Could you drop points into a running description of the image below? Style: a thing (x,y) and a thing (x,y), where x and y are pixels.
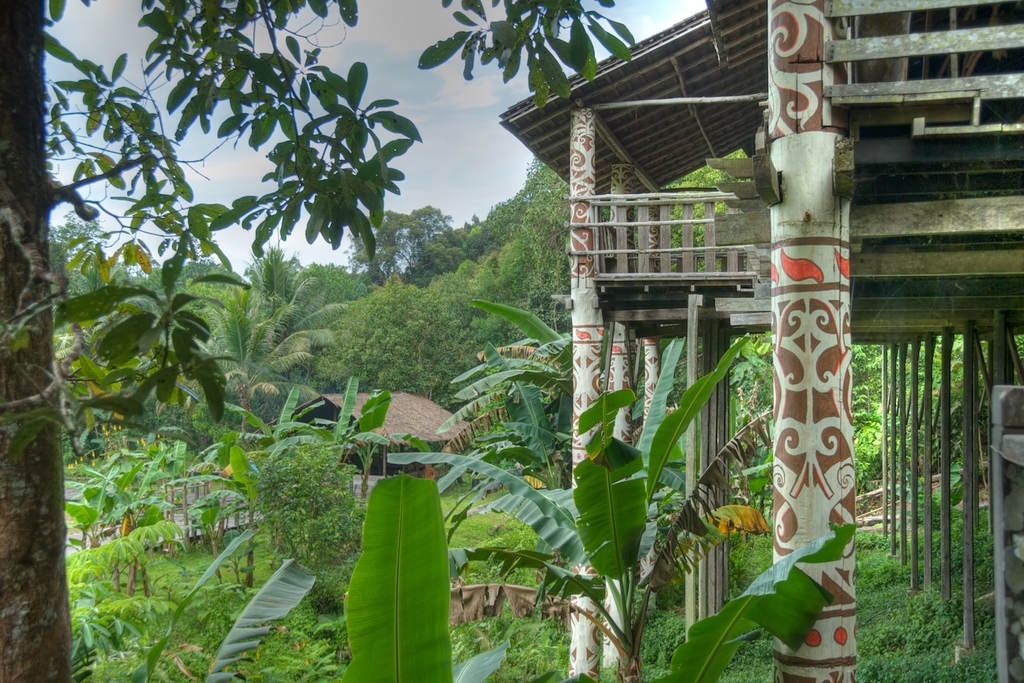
In this image, I can see trees (373,341), plants (333,632) and a house (406,411). On the right side of the image (727,309), I can see a shed (703,221) with pillars (808,234). In the background (472,163), there is the sky (420,108).
